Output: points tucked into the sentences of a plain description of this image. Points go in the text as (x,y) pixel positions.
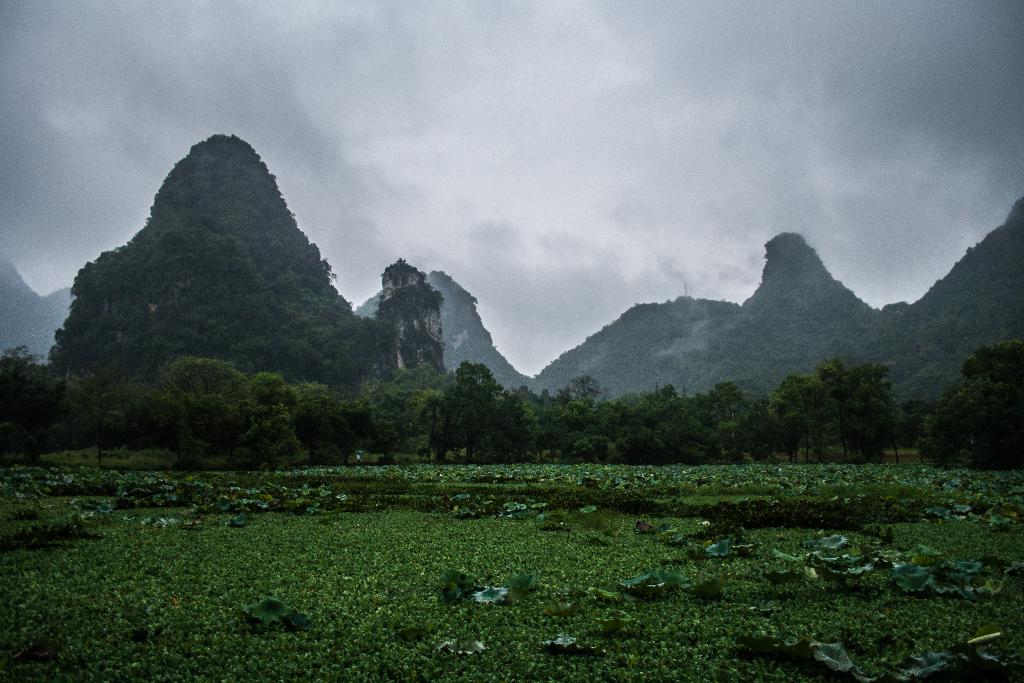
In this image we can see a group of plants (419,489), leaves (812,574), a group of trees (705,411), the mountains (717,380) and the sky (587,179) which looks cloudy.
